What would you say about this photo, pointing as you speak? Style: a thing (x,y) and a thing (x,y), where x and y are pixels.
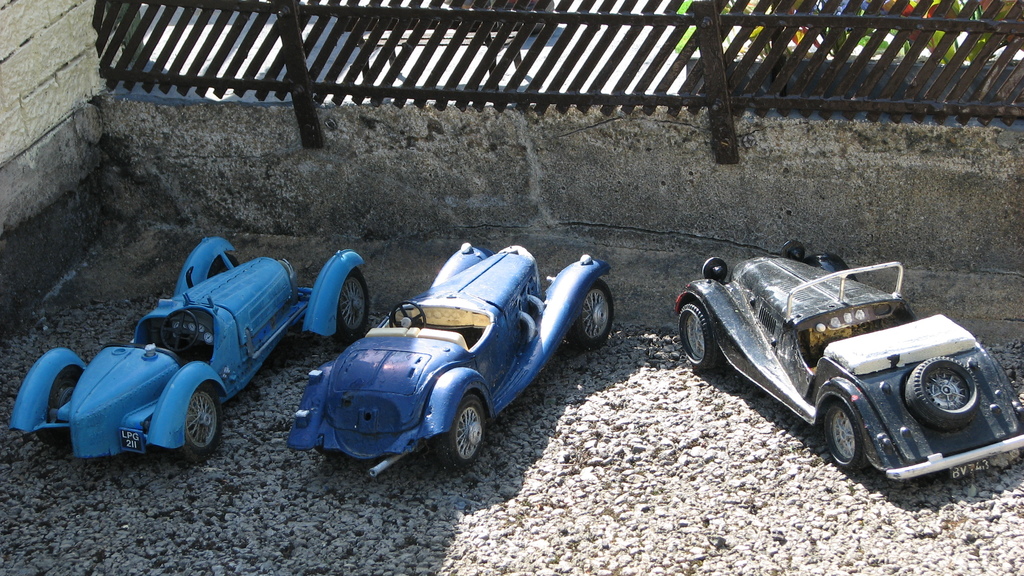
In this image we can see toy vehicles (219,327) parked on the ground (287,331). At the top of the image (518,59) we can see a fence (688,59), plants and a wall (59,82).
